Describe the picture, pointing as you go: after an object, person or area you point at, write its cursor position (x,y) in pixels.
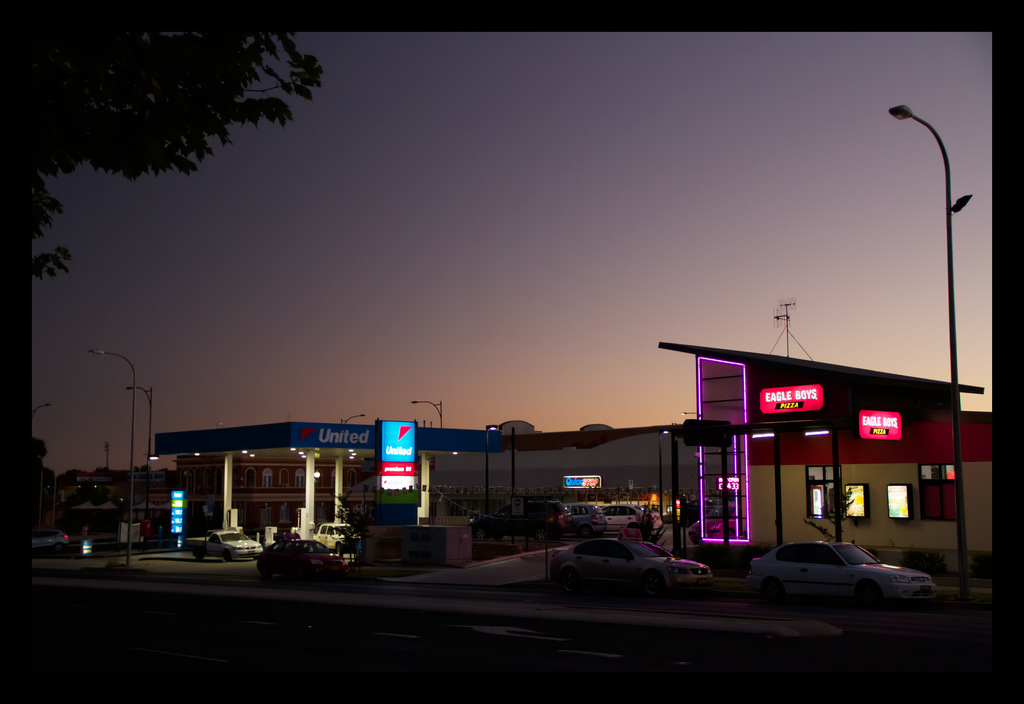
In this image there is a petrol bunk (324,457), buildings (318,497), vehicles (301,542), light poles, hoardings (412,514), board (364,434), tree (73,120), sky (569,110) and objects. Something is written on the boards (389,467) and hoarding (395,448).
